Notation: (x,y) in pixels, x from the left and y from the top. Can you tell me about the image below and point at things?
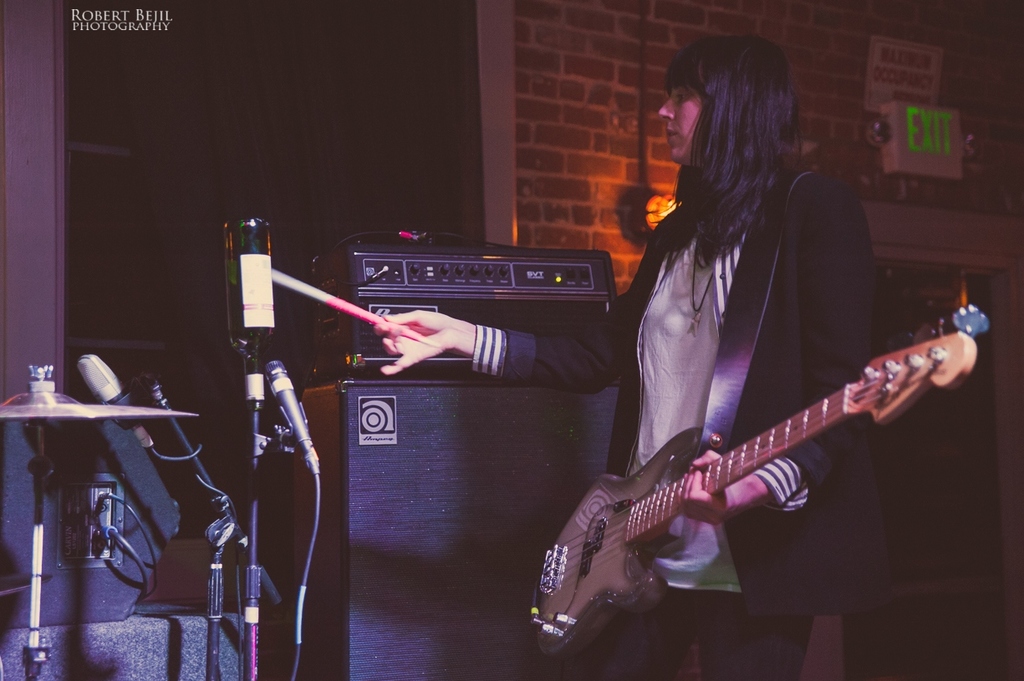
This image is clicked in a musical concert where there is a woman (760,421) Standing and she is holding a guitar (875,409) in her hand (715,489). She is wearing black color dress (749,404). There is a mic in front of her and there is a bottle (264,302). She is holding a stick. There are speakers (381,378) back side and there are some musical instruments (90,528) on the bottom left corner (97,518).
